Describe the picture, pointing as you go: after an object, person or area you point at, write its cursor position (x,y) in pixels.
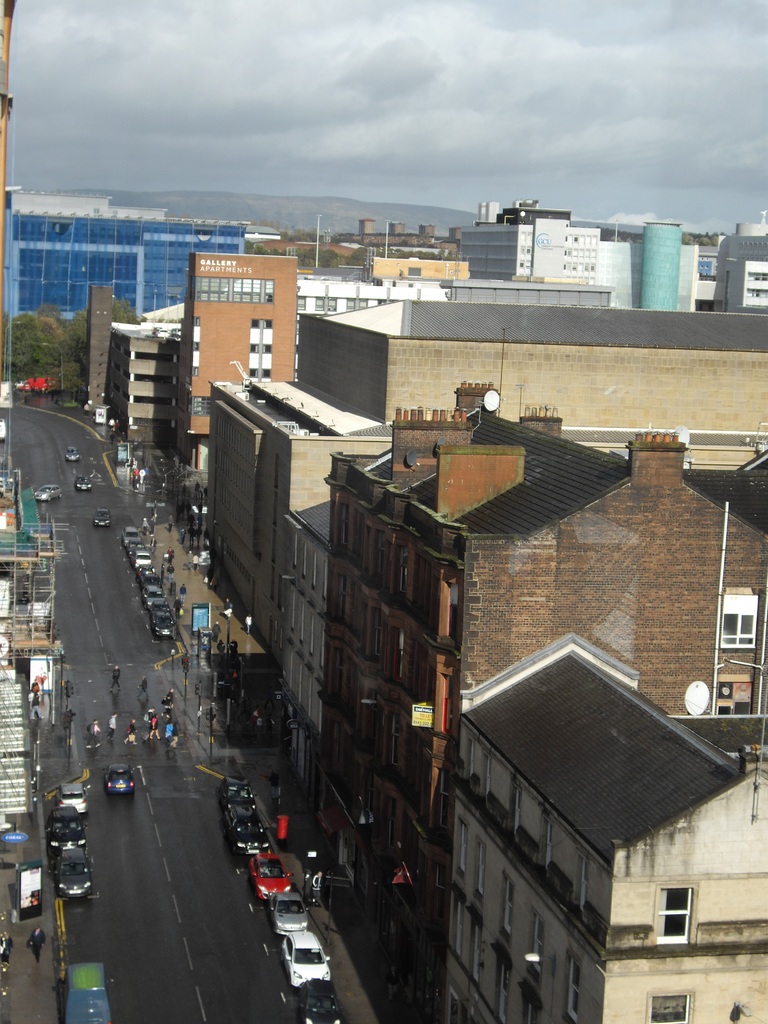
In this picture we can see some buildings (477,343), there are some vehicles (168,605) on the road (181,756), we can see some people (173,690) in the middle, we can also see poles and boards (121,464), in the background (74,325) there are trees (33,321), we can see the sky (563,7) at the top of the picture (212,102).
